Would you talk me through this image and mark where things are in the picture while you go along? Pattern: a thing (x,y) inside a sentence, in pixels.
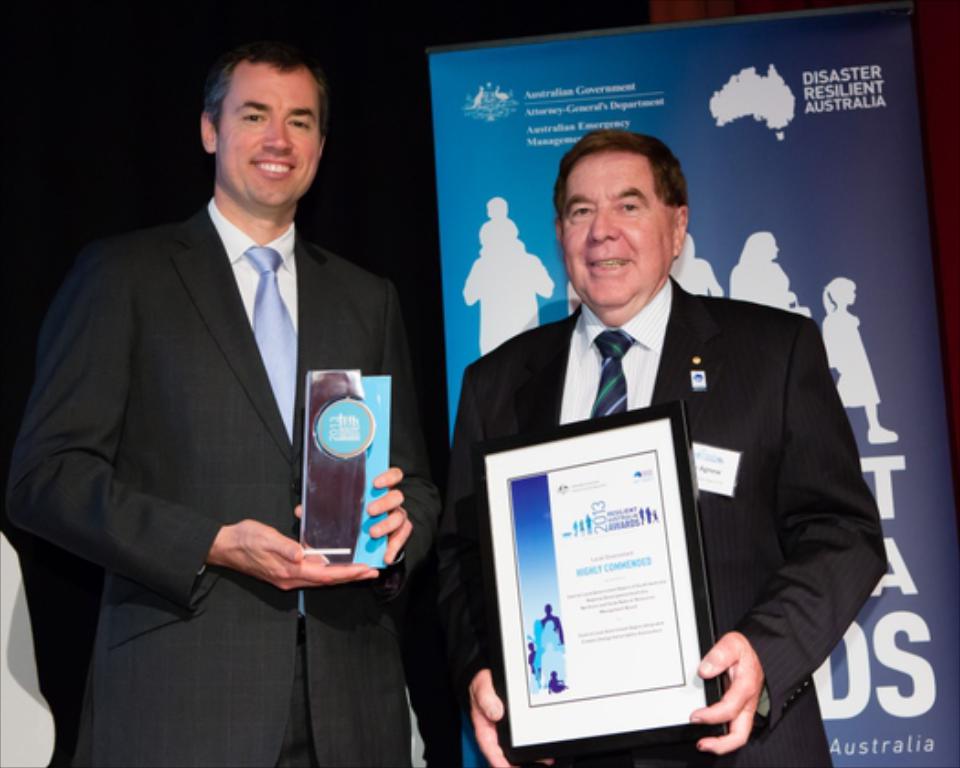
In this image there are two men (531,364) who are standing by holding the mementos (520,573). In the background (529,149) there is a banner (606,129). They are wearing the black color suit (284,516).
